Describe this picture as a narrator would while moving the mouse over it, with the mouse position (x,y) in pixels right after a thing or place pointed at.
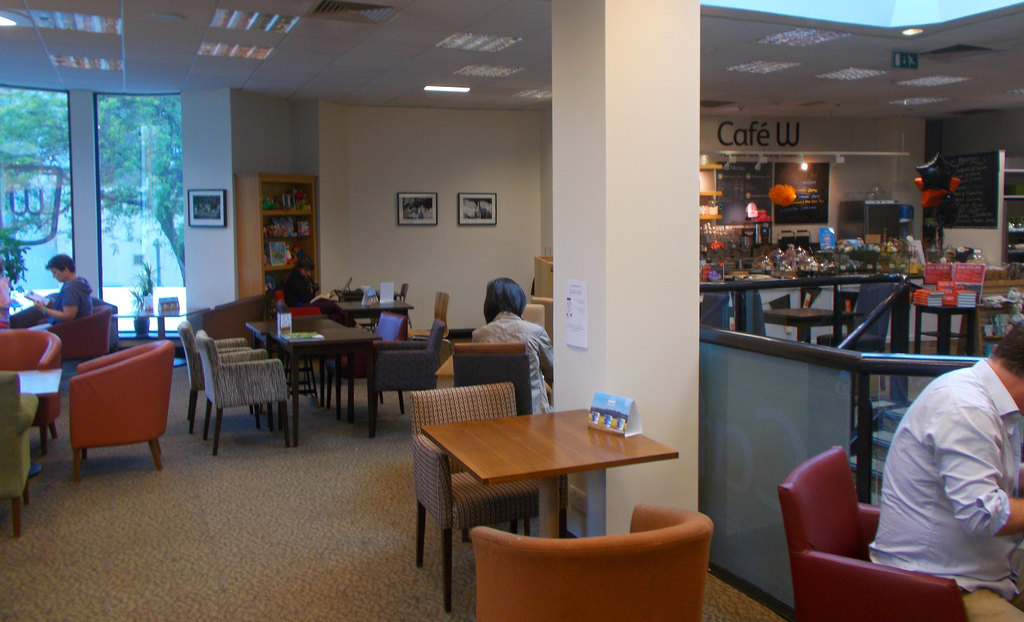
In this picture there is a man (72,296) sitting on the chair (78,328) and holding a book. There is also a woman (498,317) who is wearing an off white jacket (535,347) is sitting on the chair (515,380). There is a man (947,469) wearing white shirt (903,527) is also sitting on the chair (816,515). There is a shelf (297,230). There are three frames (419,220) on the wall (439,211). There is a light (455,89). There are many objects (837,255) on the table (878,272).
